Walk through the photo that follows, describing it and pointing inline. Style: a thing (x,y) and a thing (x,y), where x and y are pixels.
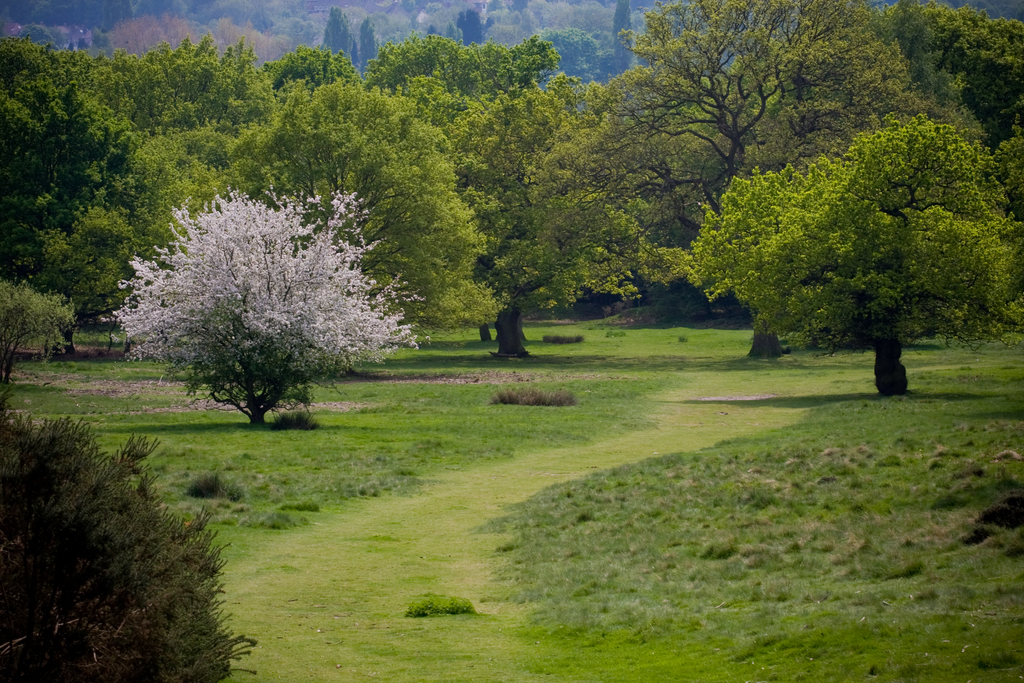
In this picture I can see grass (580,411), and in the background (625,202) there are trees (539,197).
